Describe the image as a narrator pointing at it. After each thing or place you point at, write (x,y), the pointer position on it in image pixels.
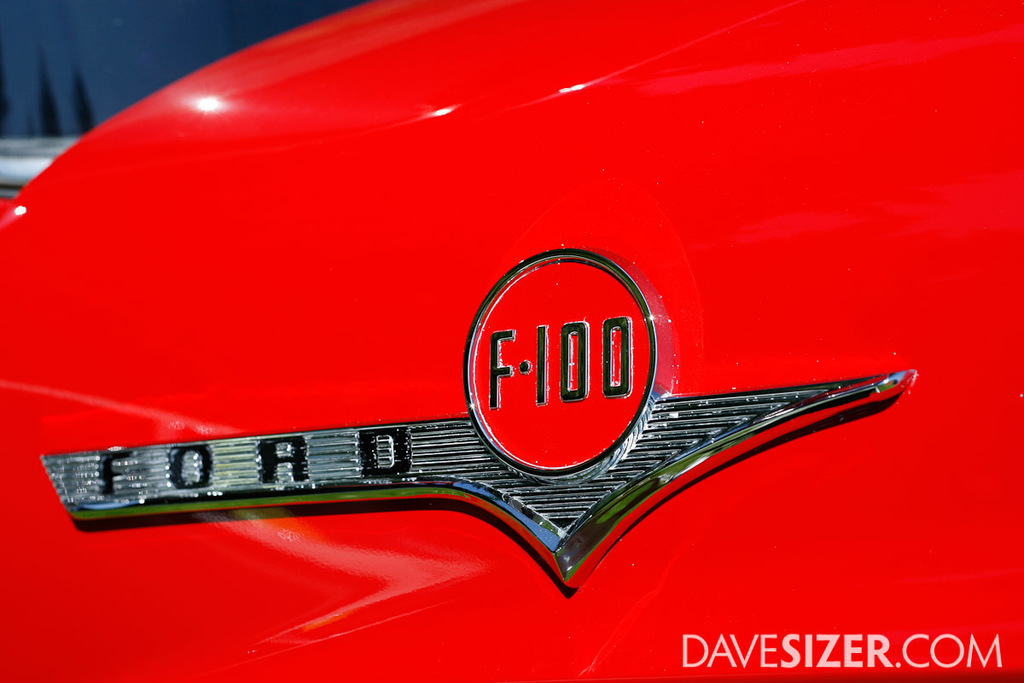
In this image we can see the red color object (503,254) and there is the logo (453,486) and we can see the text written at the bottom of the picture (796,663). And there is the blur background (181,40).
